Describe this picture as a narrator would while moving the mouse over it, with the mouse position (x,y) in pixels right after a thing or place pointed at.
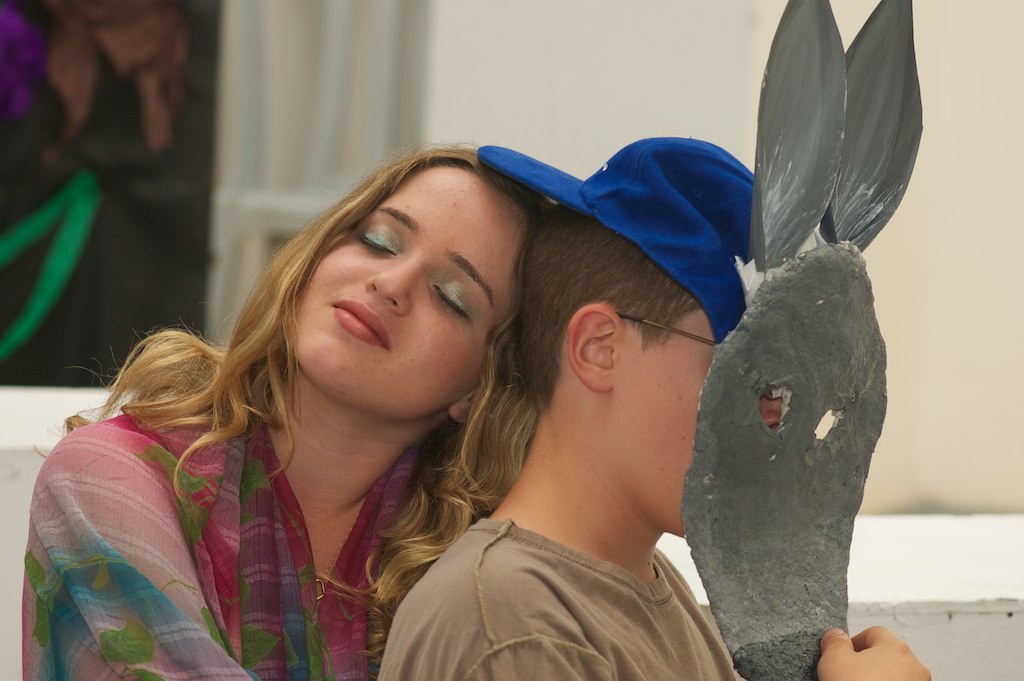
In this image we can see a boy (624,611) holding a mask (761,261) and he is wearing a blue color cap (712,215). There is a lady (247,333). In the background of the image (561,68) there is wall (571,43).
